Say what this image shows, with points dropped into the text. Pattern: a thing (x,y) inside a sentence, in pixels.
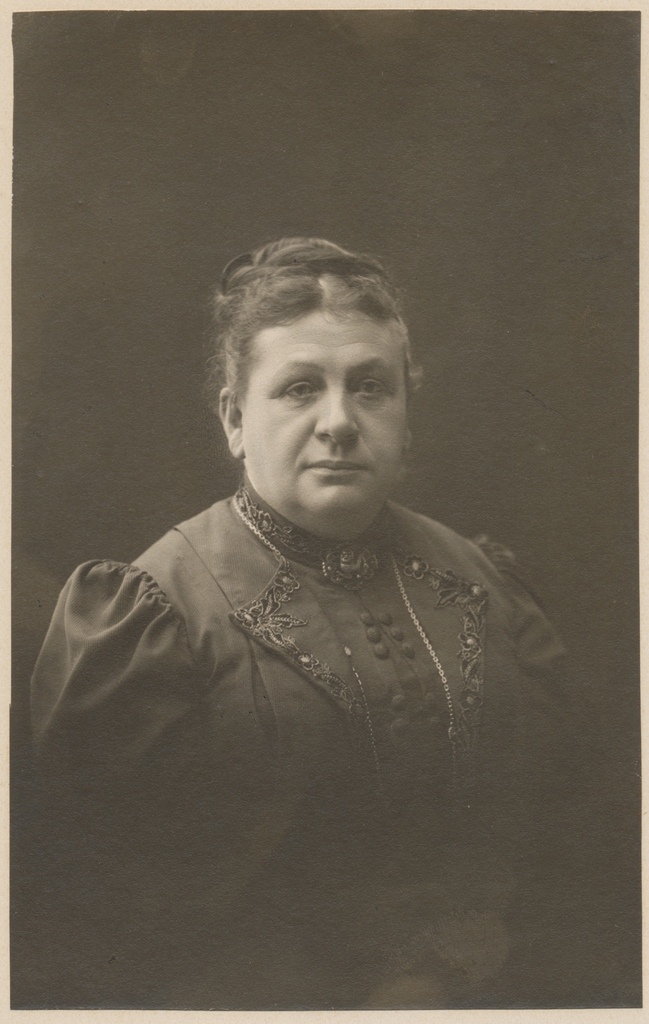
As we can see that this is an black and white image and in the image there is a woman (367,532).
